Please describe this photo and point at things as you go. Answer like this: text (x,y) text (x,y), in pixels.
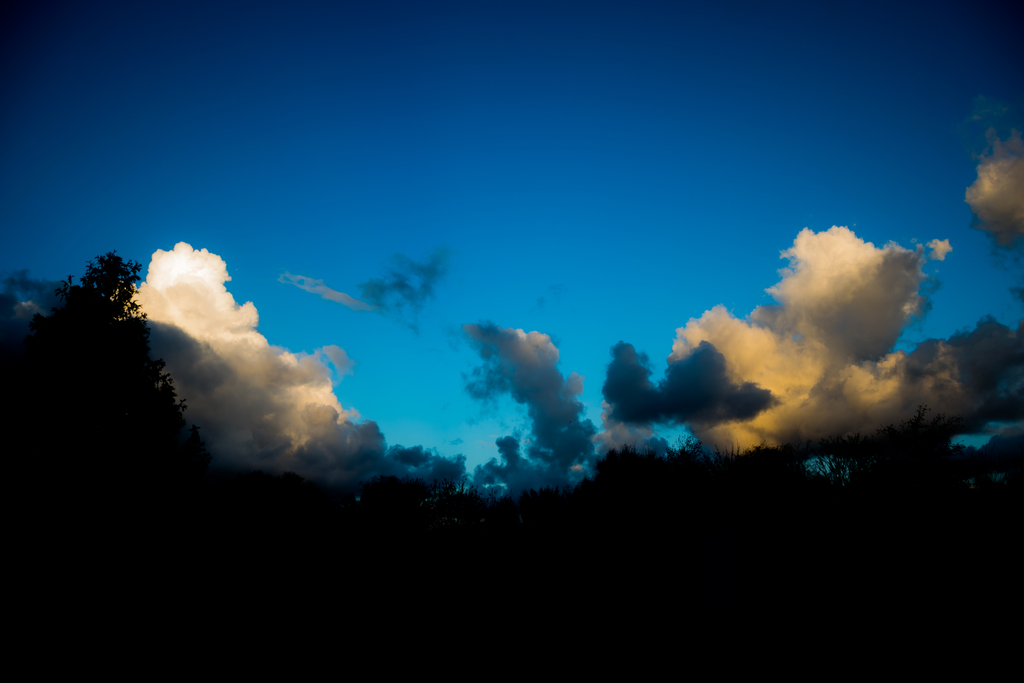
In this image in the foreground (63,601), we can see many trees (298,625), and in the middle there are many clouds (155,305), and in the background (504,109) we can see the sky (344,120).
